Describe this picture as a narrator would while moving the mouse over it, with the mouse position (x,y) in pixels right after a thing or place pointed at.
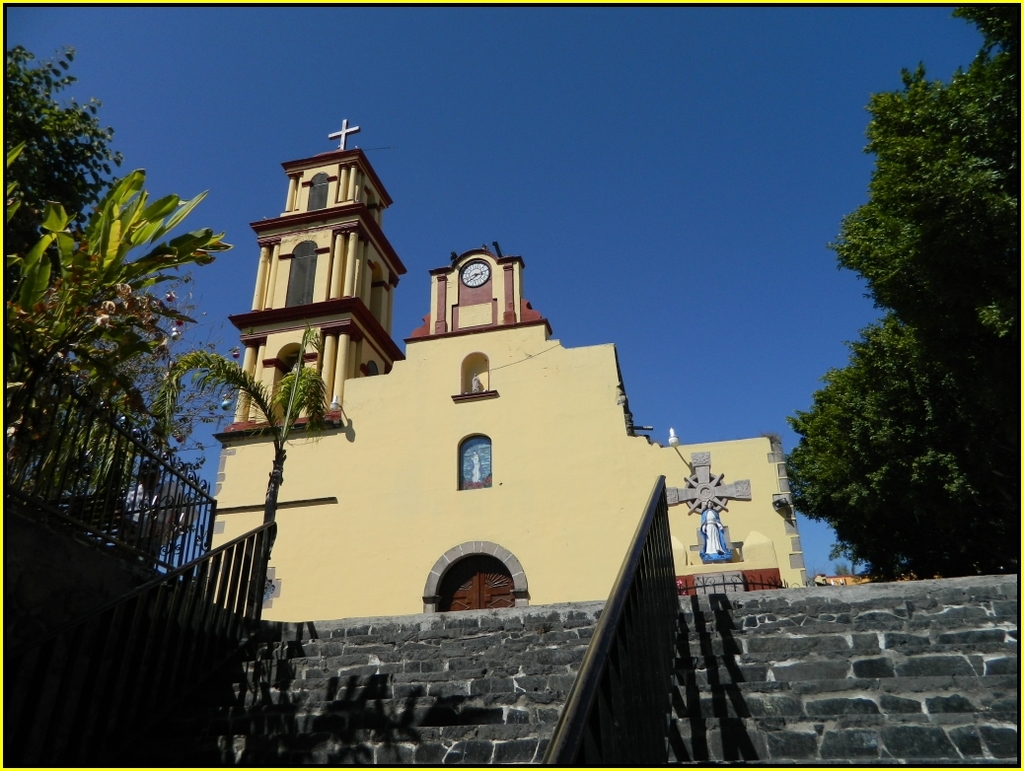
At the bottom of the image (283,724) there are some steps (553,666) and fencing (85,651). In the middle of the image (509,415) there is a building (266,267). Behind the building (278,278) there is sky (643,402). On the left side of the image (55,162) there are some trees (45,71). On the right side of the image (993,60) there are some trees (999,77).
